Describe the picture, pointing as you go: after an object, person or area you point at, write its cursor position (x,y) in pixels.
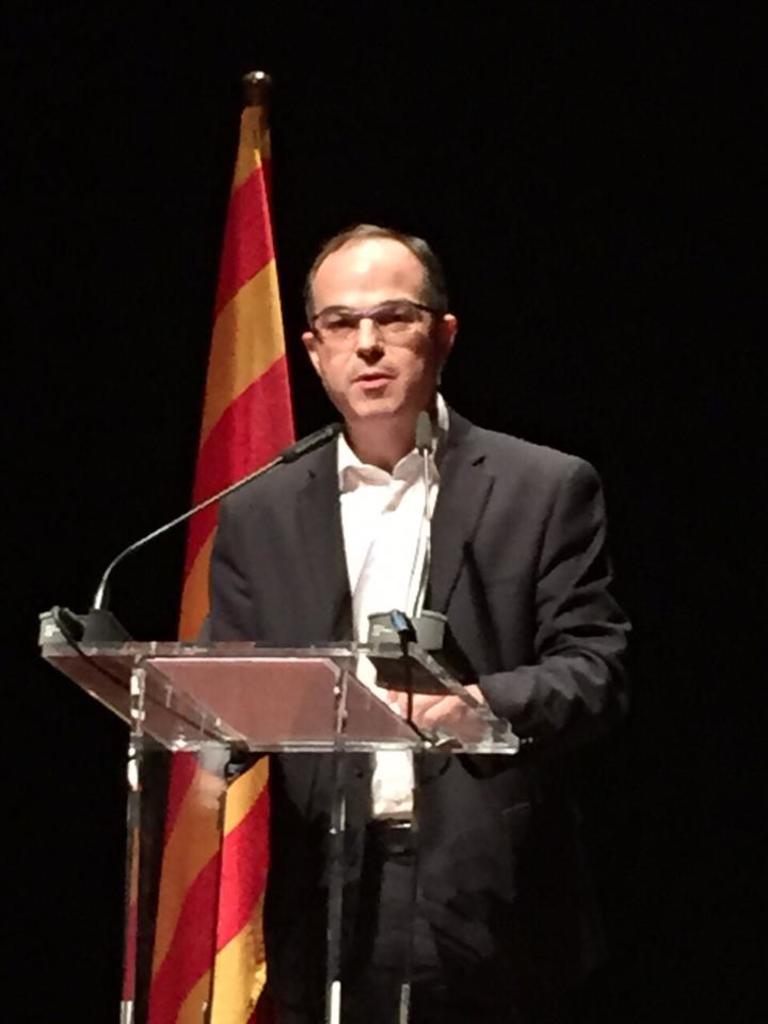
In this image we can see a person (280,477) wearing blazer (442,652), shirt (373,683) and spectacles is standing near the podium (330,720) where mic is fixed. Here we can see a flag (263,244) and the background of the image (73,64) is dark.
